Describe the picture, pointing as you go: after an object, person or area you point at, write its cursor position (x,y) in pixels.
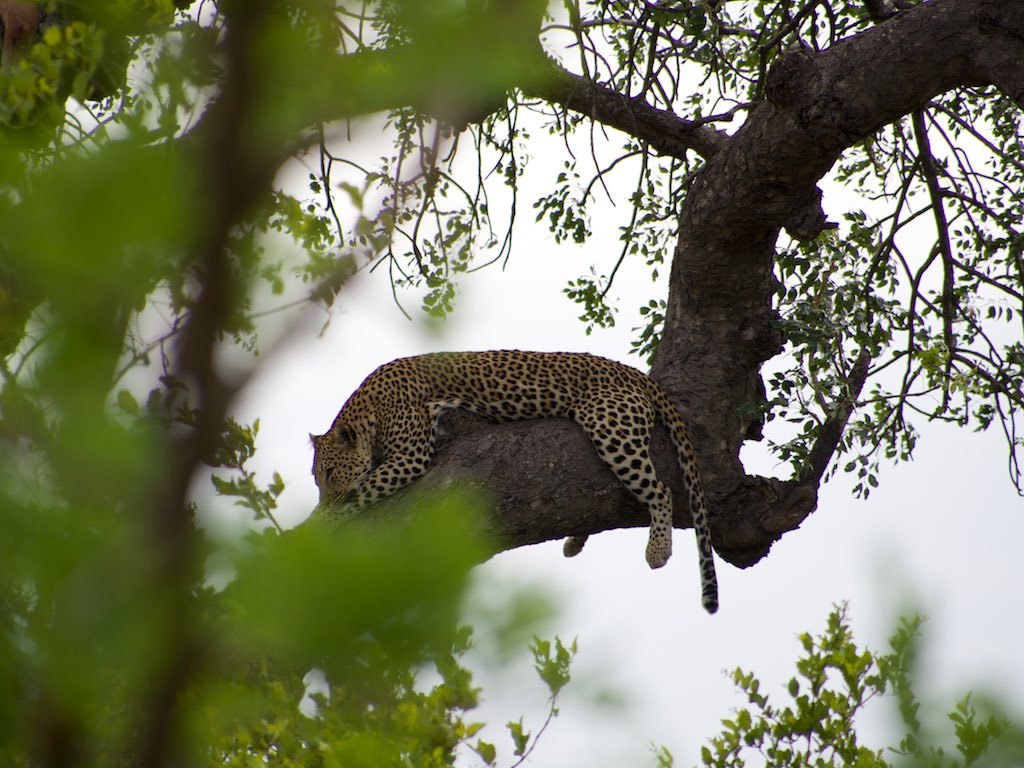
In this picture, we can see an animal (584,393) on the tree (733,205), and we can see the sky (636,610).
